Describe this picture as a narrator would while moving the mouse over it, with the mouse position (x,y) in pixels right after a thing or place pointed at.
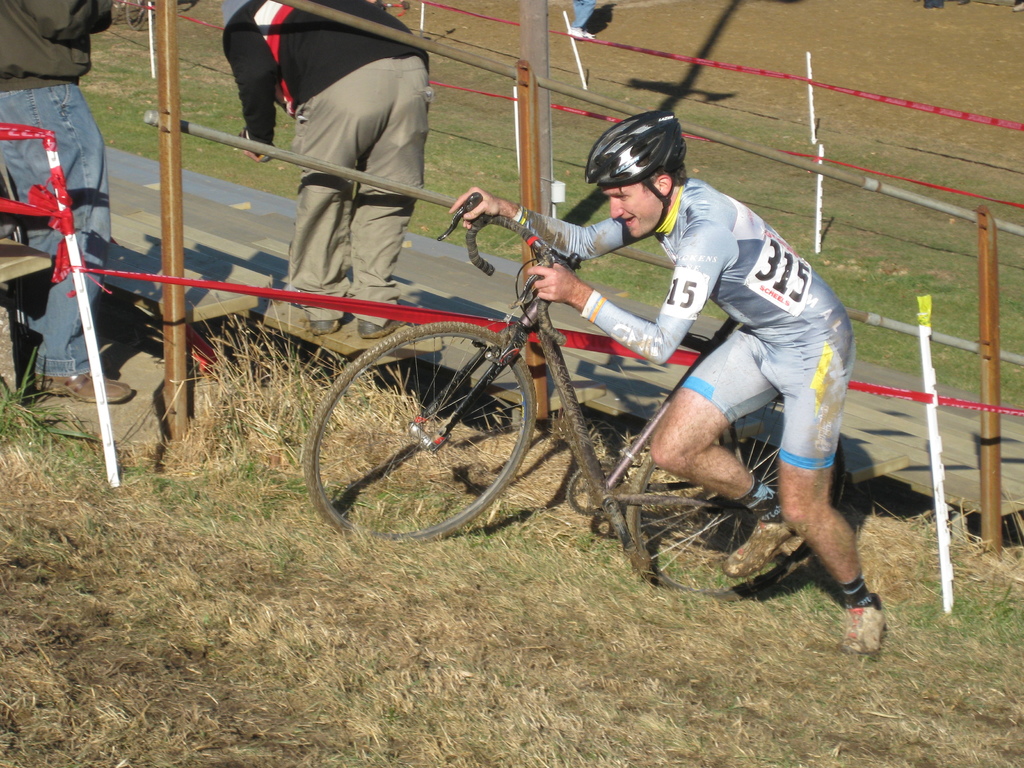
In this image at front (822,329) there is a person (838,317) standing by holding the cycle (570,389). At the bottom (327,618) there is grass (474,606) on the surface (453,606). Beside the person (488,192) there is a metal grill (324,166). Beside the grill (175,234) there are stairs (408,278) and people (333,137) are standing on the stairs (426,277).
